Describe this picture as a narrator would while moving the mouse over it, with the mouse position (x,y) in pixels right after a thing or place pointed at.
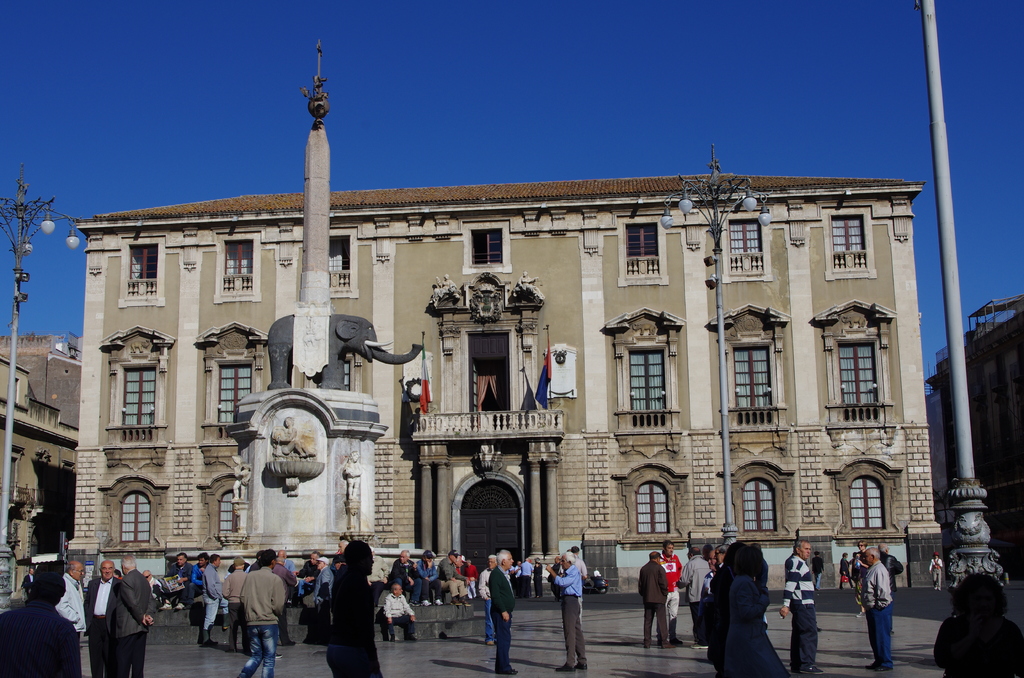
There are people (981,677) at the bottom side of the image (546,590), there are buildings (902,364), poles (987,551), flags (522,396), sculpture (328,290) and sky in the background area (379,252).
